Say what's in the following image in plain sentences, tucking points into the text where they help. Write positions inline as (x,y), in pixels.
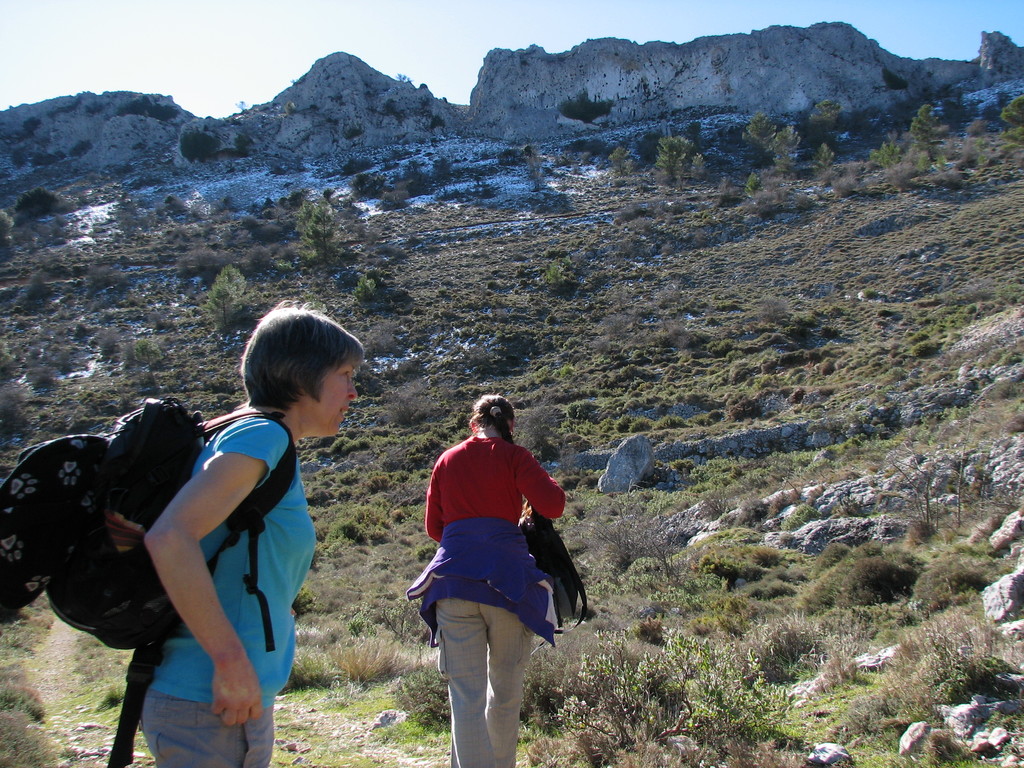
In this picture we can see a woman (166,518) wearing a bag (135,455) on the left side (223,611). There is a person (484,702) visible on the path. We can see some grass (422,666) on the ground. There are a few stones (897,479) and mountains (651,65) are visible in the background (374,246). We can see the sky (338,38) on top of the picture (398,51).
